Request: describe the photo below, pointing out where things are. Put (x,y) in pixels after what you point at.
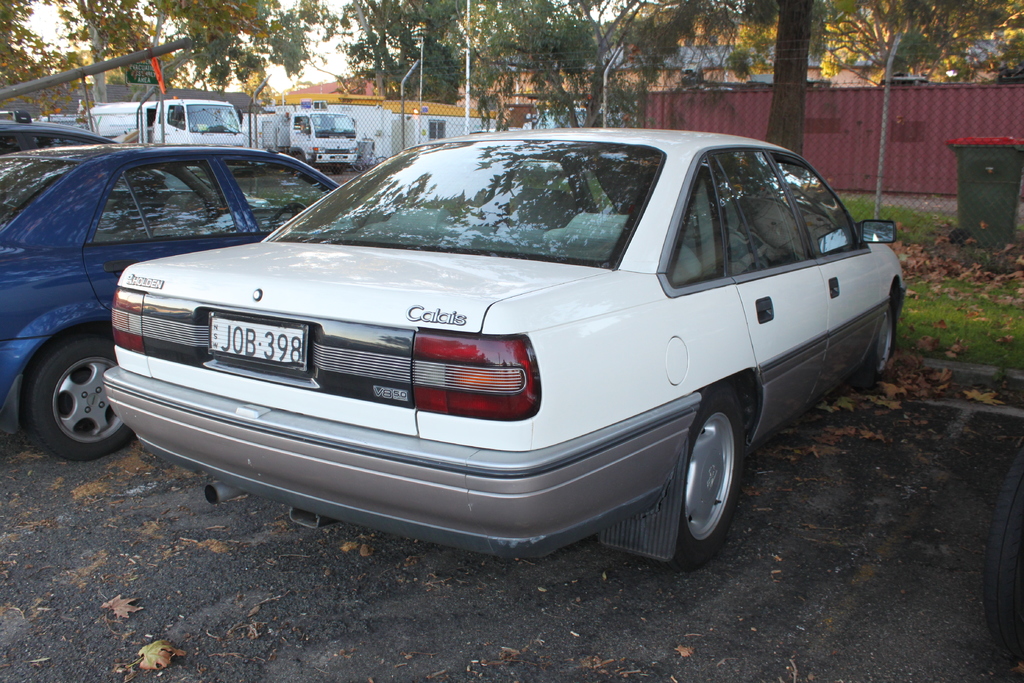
In this image there are cars (389,284) in the center (409,301). In the background (969,296) there is grass (962,326) on the ground (969,304) and there are dry leaves (964,344) on the ground (966,310), there are trees (250,93) and there are vehicles (122,110) and there is a fence (749,116) and there is a wall (692,94) and there are buildings (397,113).
